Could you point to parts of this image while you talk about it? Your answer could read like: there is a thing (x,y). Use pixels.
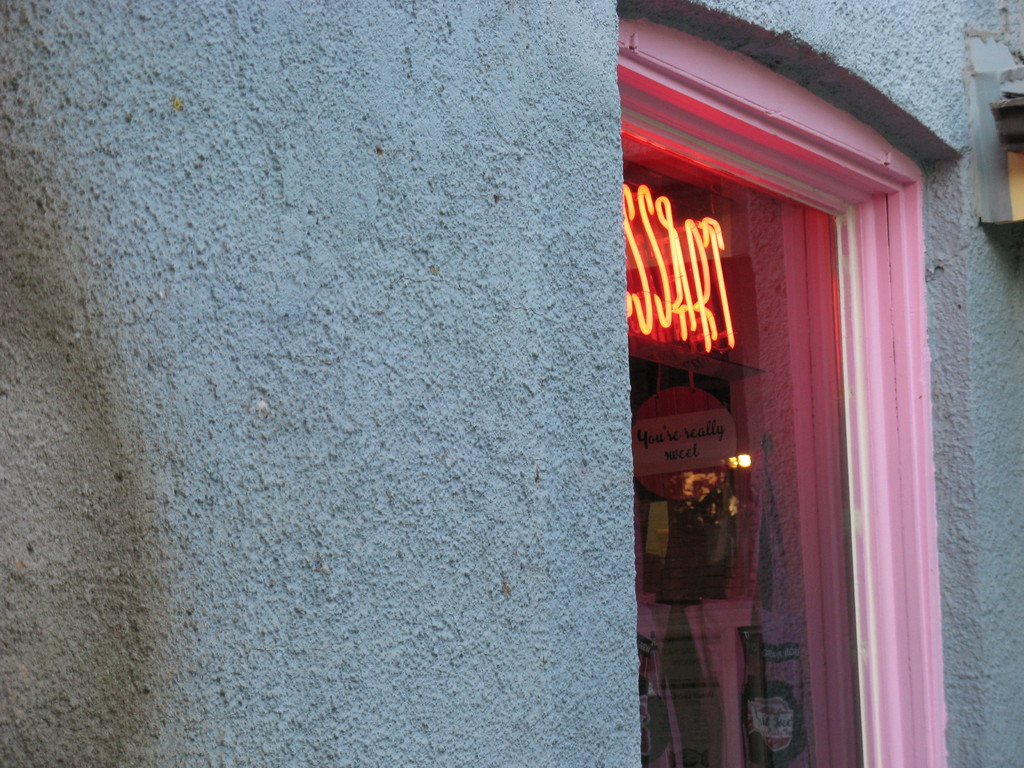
In this image, we can see a wall (436,650), glass door (719,677). Through the glass (723,630) we can see the inside view. So many things (706,575), lights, board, objects (696,648) we can see.
